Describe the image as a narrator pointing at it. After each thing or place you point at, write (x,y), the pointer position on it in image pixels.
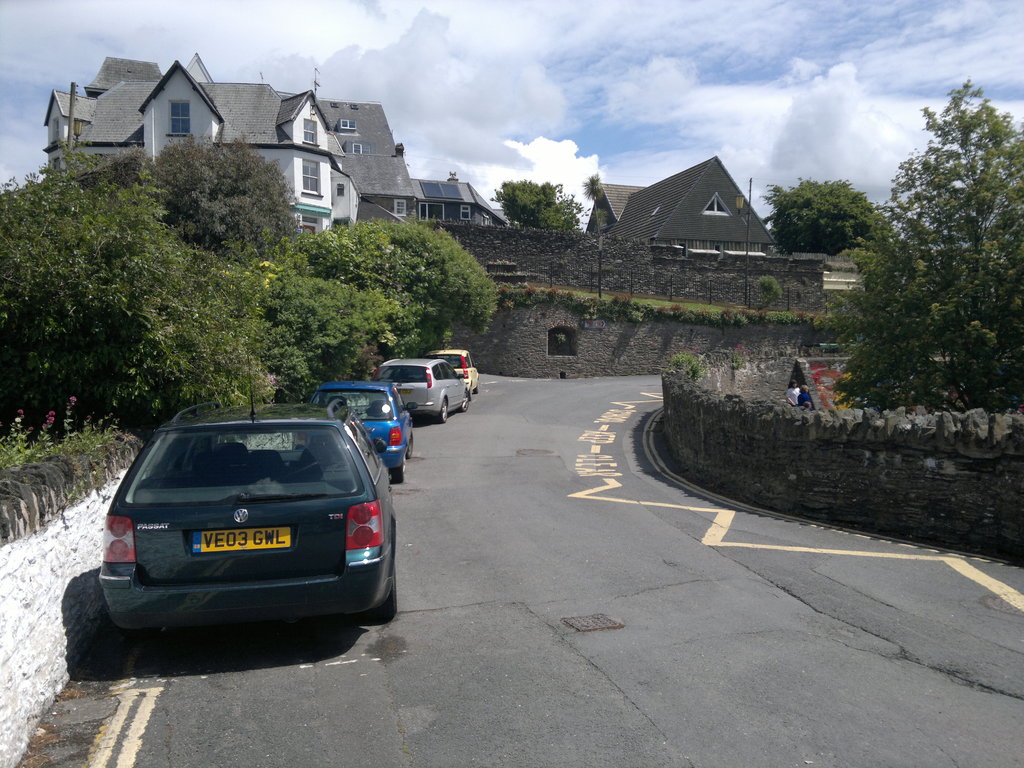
In this image we can see cars (258,602) parked on the road (547,471), we can see stone wall (680,408), trees (966,237), people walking here, houses (726,199), poles (600,269) and the sky (514,132) with clouds (756,35) in the background (727,166).
